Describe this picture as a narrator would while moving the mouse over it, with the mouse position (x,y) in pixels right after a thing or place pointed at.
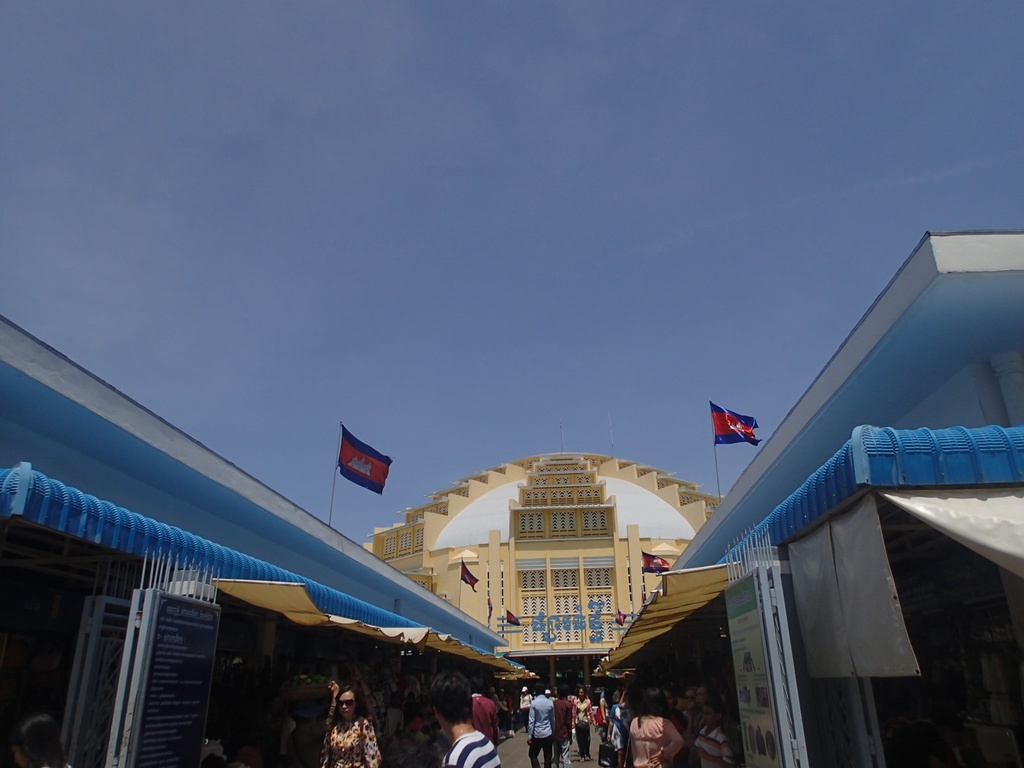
In the middle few people (351,712) are walking on the road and in the middle (517,496) it is a building (614,562), there are 2 flags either side of this. At the top (477,79) it's a sky (438,167).
